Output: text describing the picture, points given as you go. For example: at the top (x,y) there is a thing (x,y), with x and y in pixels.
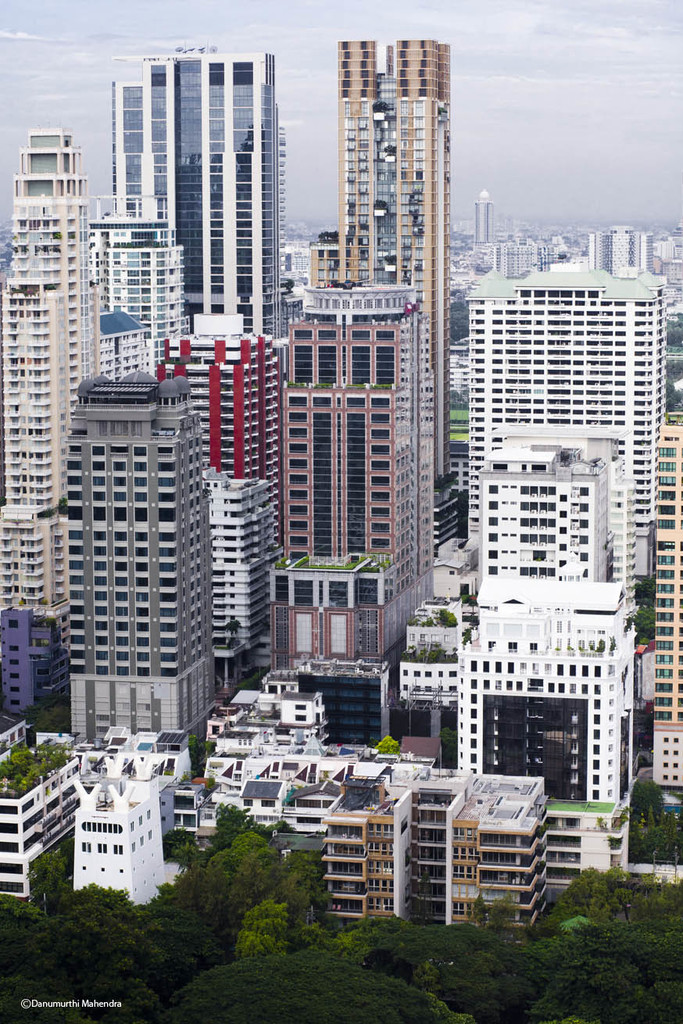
In this picture we can see few trees (276,898), buildings (283,578) and clouds (469,185), in the bottom left hand corner (29,1001) we can see some text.
